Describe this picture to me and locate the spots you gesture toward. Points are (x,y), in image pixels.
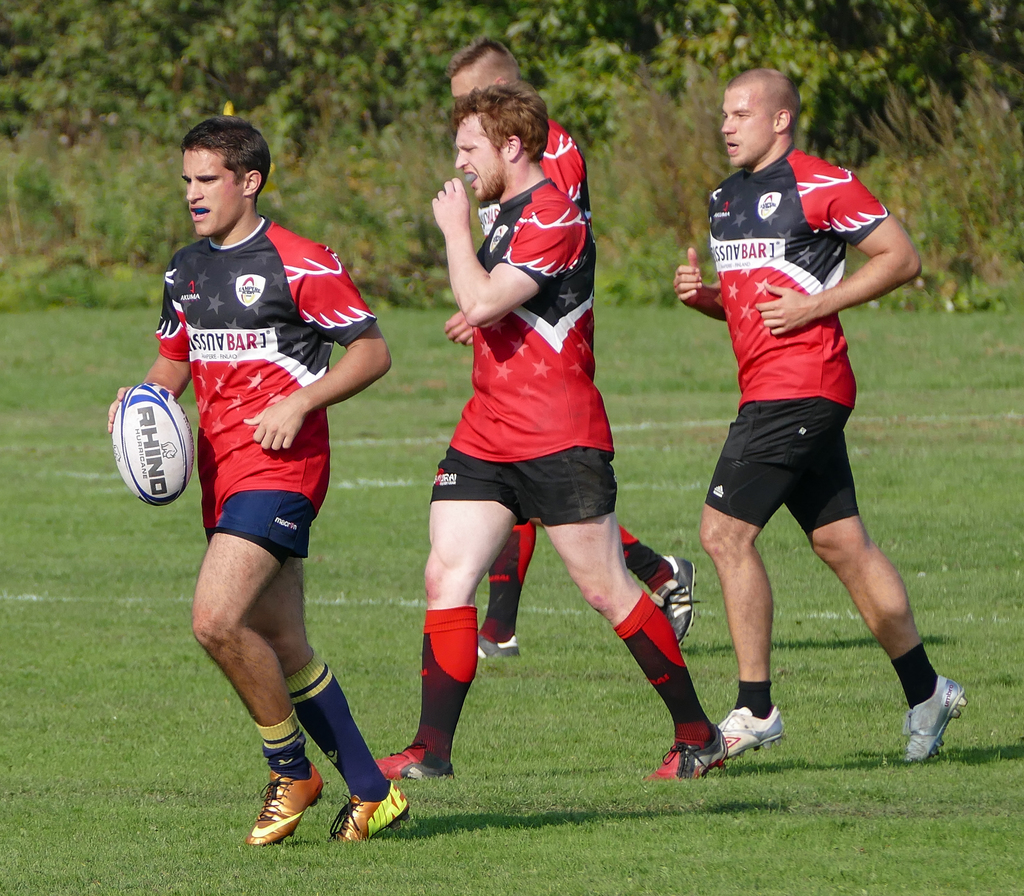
In this image, we can see people (542,149) wearing sports dress (519,592) and are running and one of them is holding a ball (165,445). At the bottom (555,763), there is ground (778,762) and in the background (585,51), there are trees (529,57).
